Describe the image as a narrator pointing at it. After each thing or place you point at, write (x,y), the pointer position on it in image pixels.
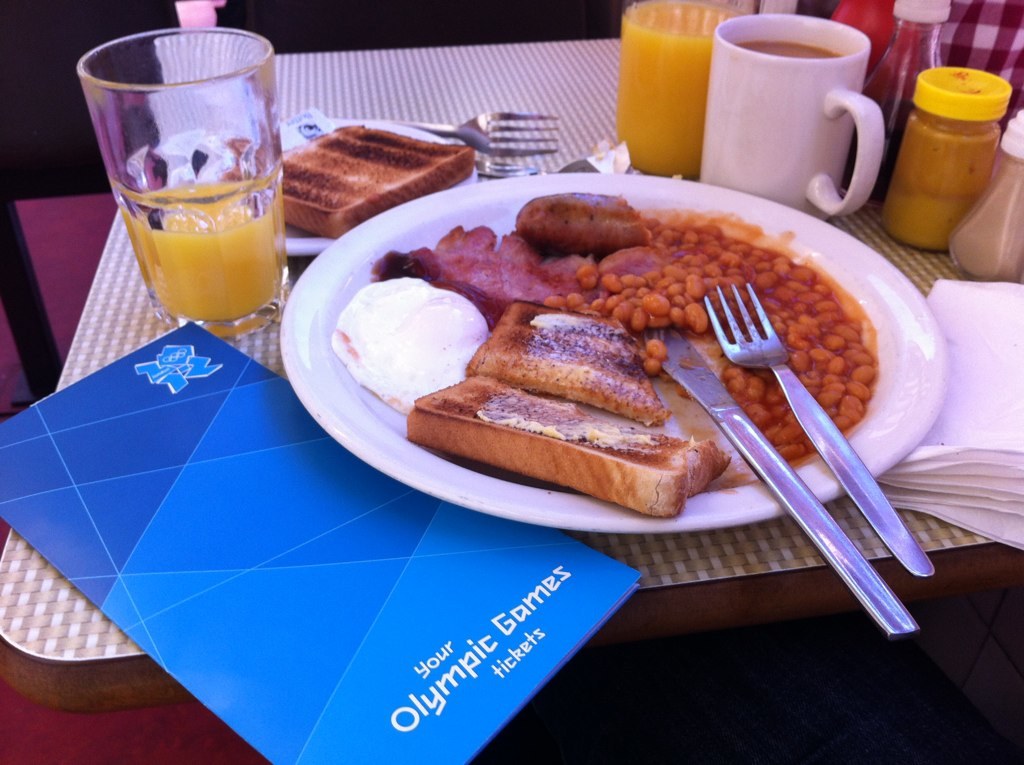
In this picture we can see a table (38,630) and on the table (41,620), there are plates (326,241), glasses (666,44), a cup (793,90), forks (792,391), knife (728,403), card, tissues (943,303) and other objects (879,68). There are food items (471,297) in the plates (488,331). Behind the table (569,47), there is a dark background (580,11).
